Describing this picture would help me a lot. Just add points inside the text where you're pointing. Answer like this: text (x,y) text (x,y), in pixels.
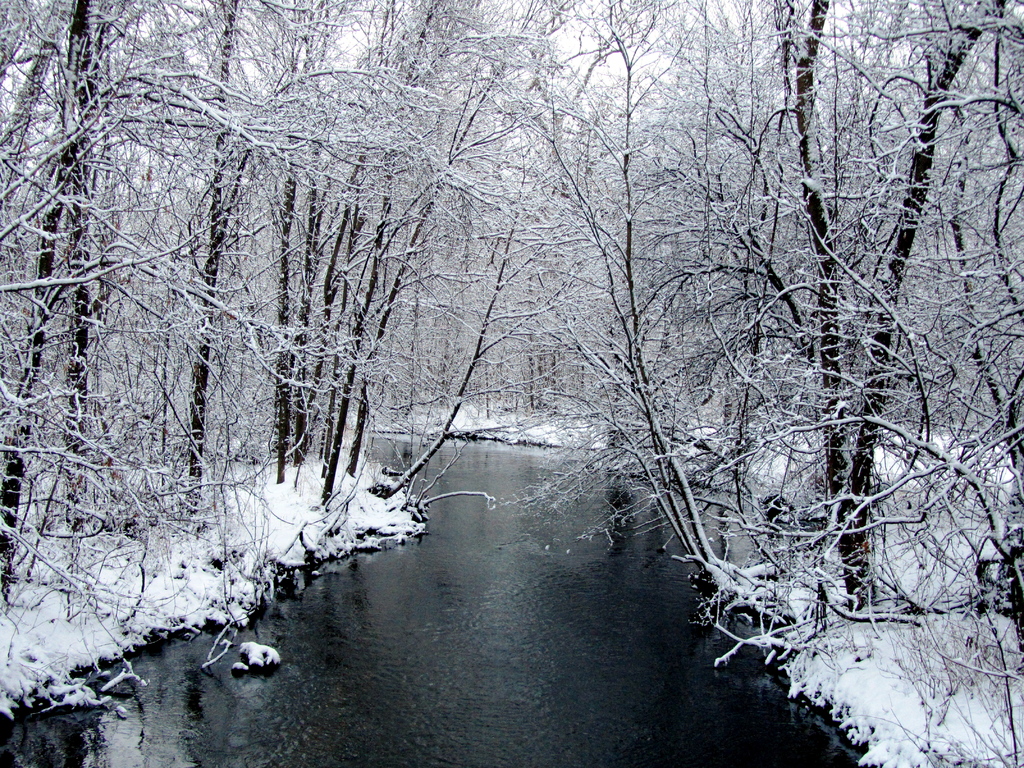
In this picture we can see water (521,696) and snow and in the background (2,339) we can see trees (504,185).
